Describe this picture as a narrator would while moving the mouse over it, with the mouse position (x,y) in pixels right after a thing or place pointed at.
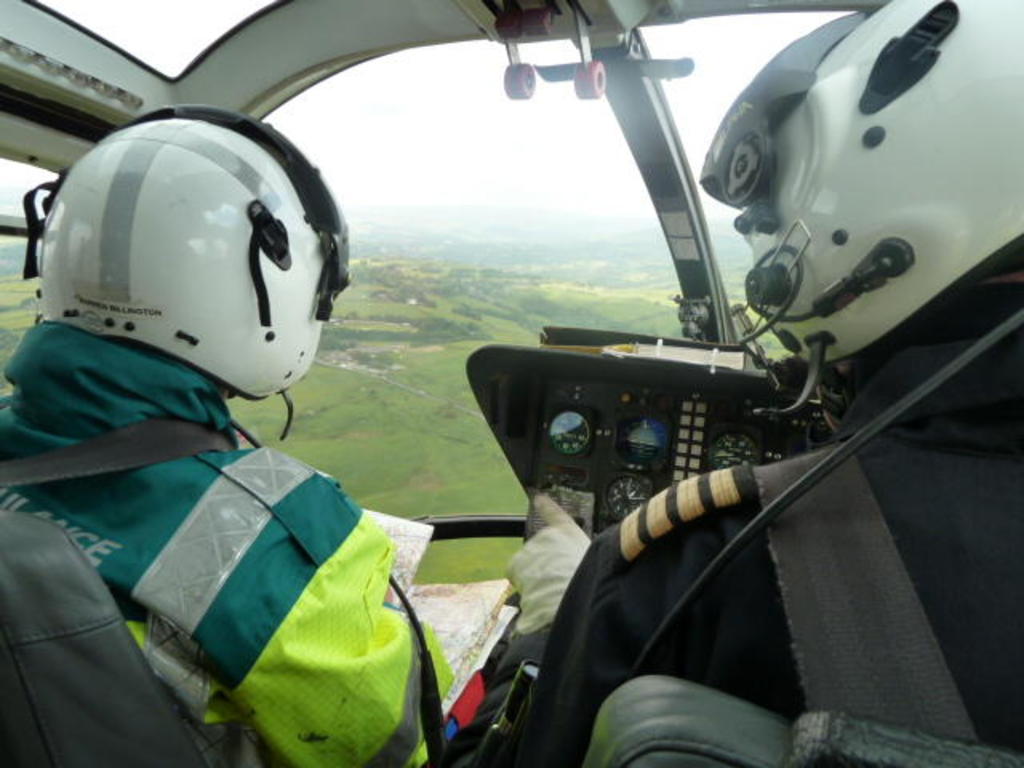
In this image there are two persons (683,514) wearing helmets (858,239) inside an aircraft (460,532). Here there are meters (654,449). In the background (490,303) there are grassland (471,299), trees (466,273). The sky (454,120) is clear. These are the glasses (344,77).
